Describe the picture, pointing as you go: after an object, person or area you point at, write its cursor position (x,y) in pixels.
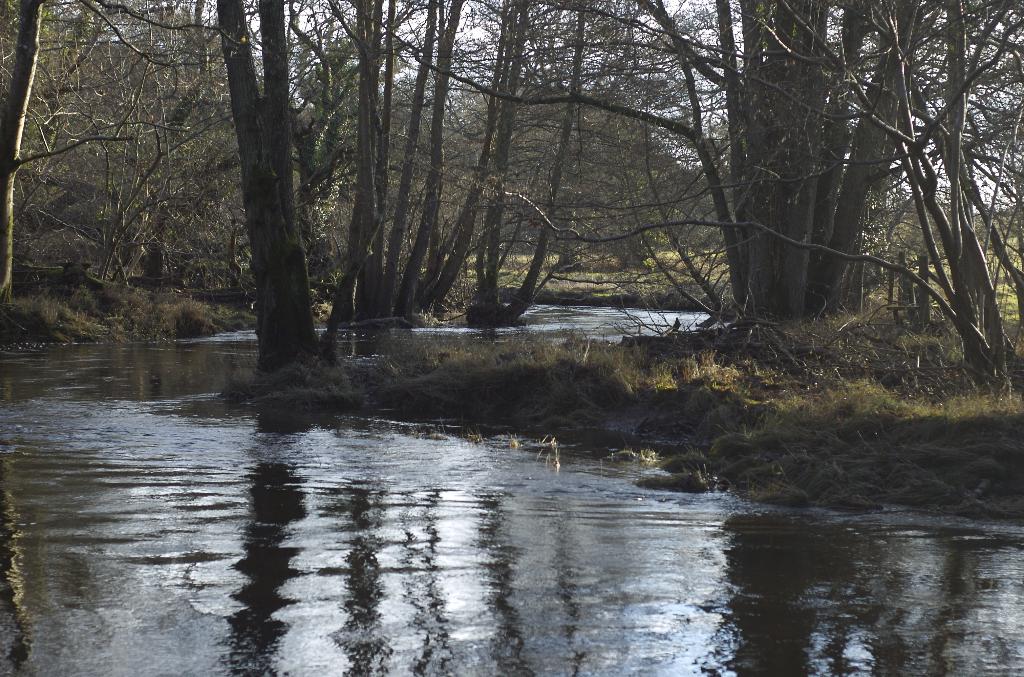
In this picture we can see a river (594,657) flowing through the forest (215,318) surrounded by trees (461,263) and plants (996,386). The sky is bright.
